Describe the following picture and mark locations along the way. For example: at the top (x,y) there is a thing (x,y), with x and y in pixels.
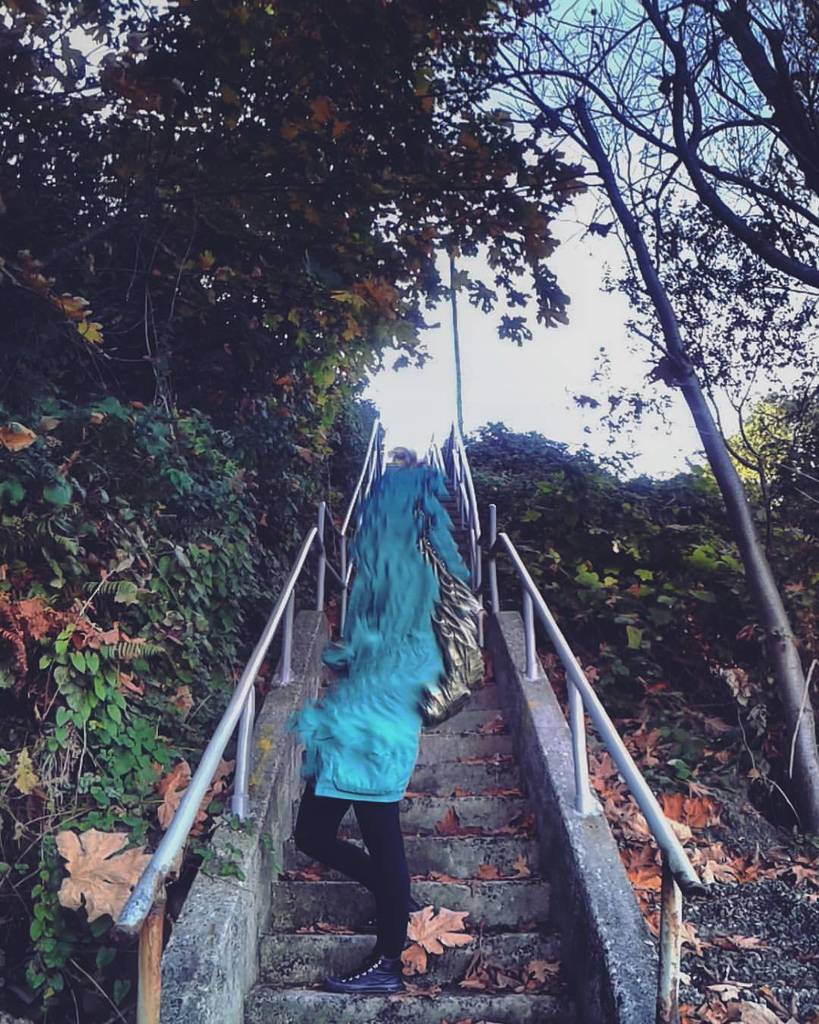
This picture is clicked outside. In the center (391,611) there is a person (367,708) wearing a blue color dress (372,719) and seems to be standing on the stairs (388,996) and we can see the hand rail (572,715) and some dry leaves (707,871). In the background (514,301) there is a sky (595,390), trees (512,296) and plants (483,466).
